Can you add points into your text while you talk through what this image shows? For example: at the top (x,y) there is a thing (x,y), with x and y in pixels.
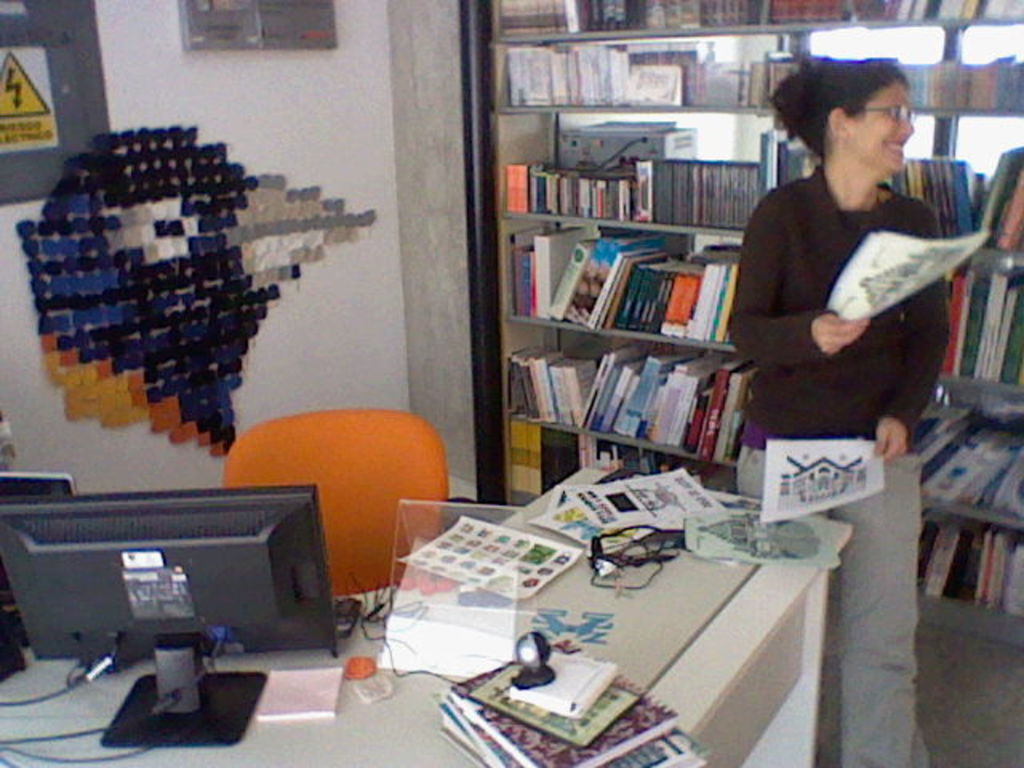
In this image I can see a woman (851,720) is standing and holding papers (878,240), I can also see a smile on her face (894,147) and she is wearing a specs (899,112). Here on this table (433,706) I can see few books (615,704), papers (649,496) and a monitor (59,570). In the background (654,308) I can see number of books (638,263) and a chair (302,481).
